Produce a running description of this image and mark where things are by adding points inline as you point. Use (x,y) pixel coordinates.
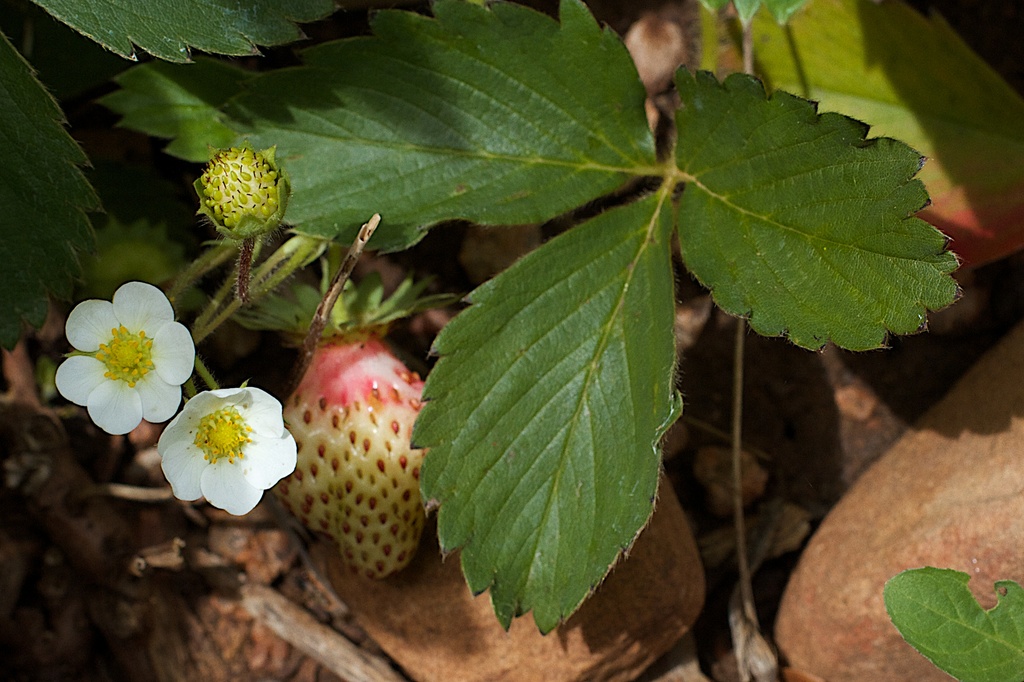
In the foreground of this image (537,217), there is a plant (232,125) to which there are two flowers (250,468), a bud (232,219) and a strawberry (387,476). On the bottom (117,523), there are few dried leaves (304,618).
